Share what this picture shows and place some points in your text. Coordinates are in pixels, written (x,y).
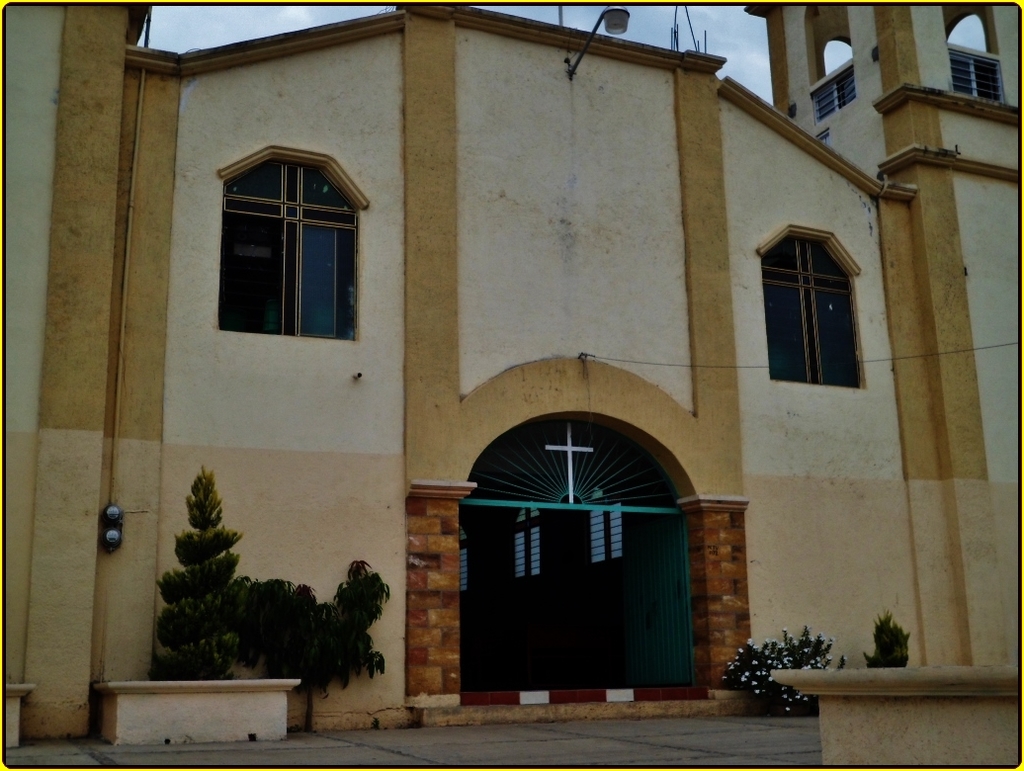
This is the picture of a church (698,92). In front of the church (58,171) there are plants (745,646) and flowers (749,675). At the top (621,15) there is a light (585,51). Sky (578,18) is cloudy.
